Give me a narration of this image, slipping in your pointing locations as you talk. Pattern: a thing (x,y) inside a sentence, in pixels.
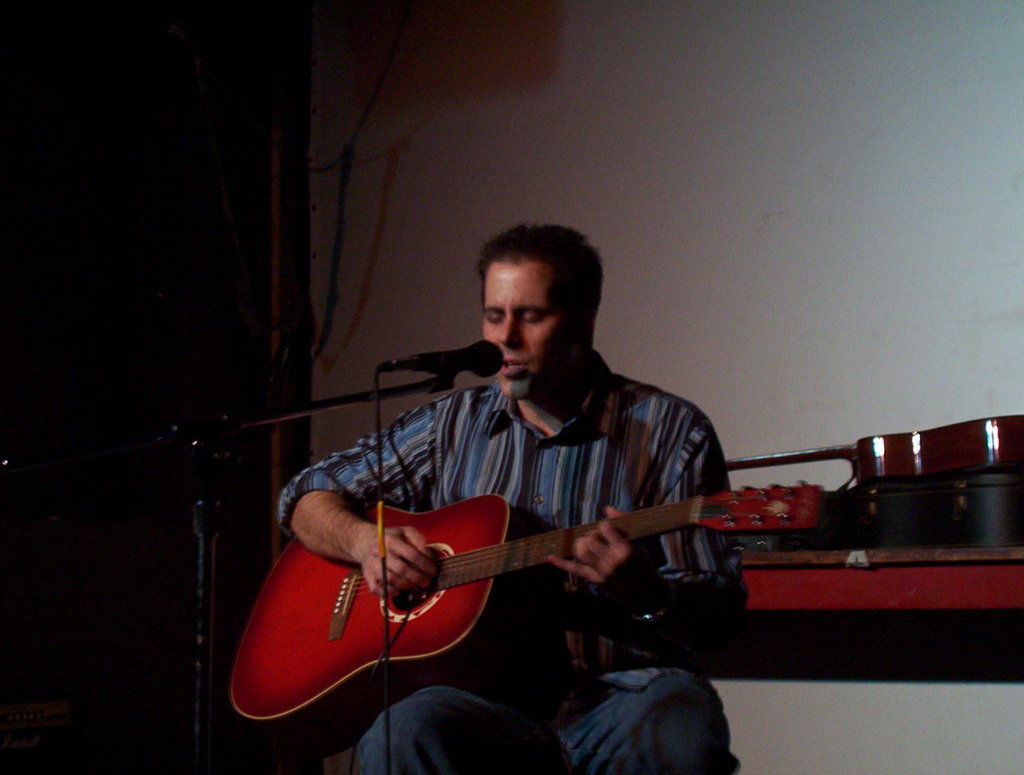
In this picture we can see man (630,670) sitting holding guitar (300,567) in his hand (427,568) and playing and singing on mic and in background (821,479) we can see guitar (790,453) and box (887,542), wall (824,472).
